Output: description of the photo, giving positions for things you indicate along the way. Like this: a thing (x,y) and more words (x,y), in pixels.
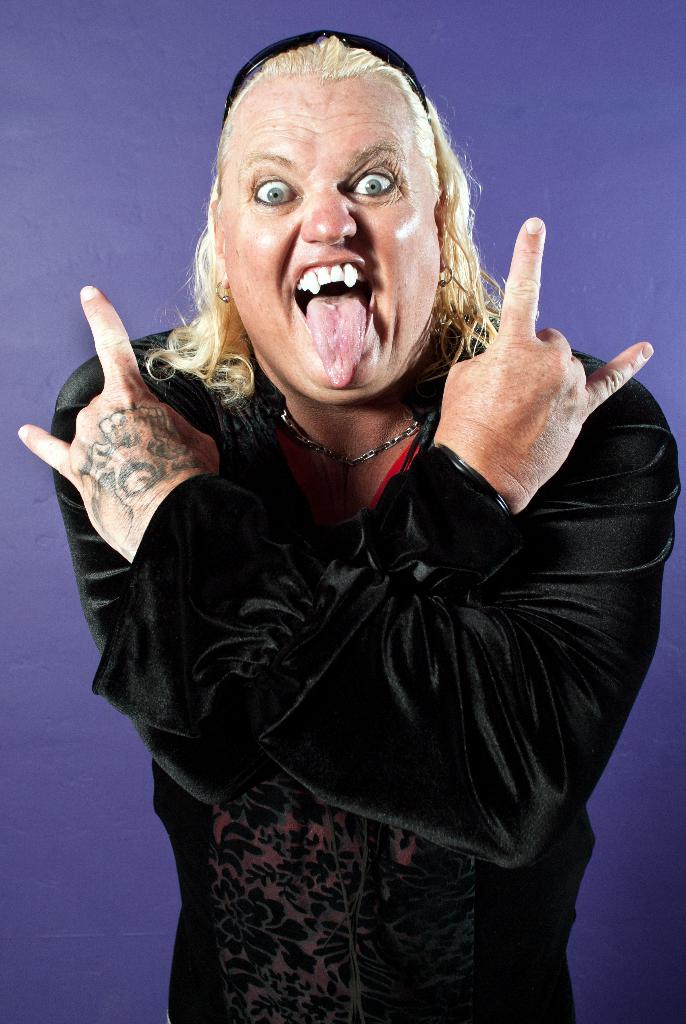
In this image we can see there is a person (254,558) in a black dress (371,513) wearing a band (427,112) on the head (236,339).
